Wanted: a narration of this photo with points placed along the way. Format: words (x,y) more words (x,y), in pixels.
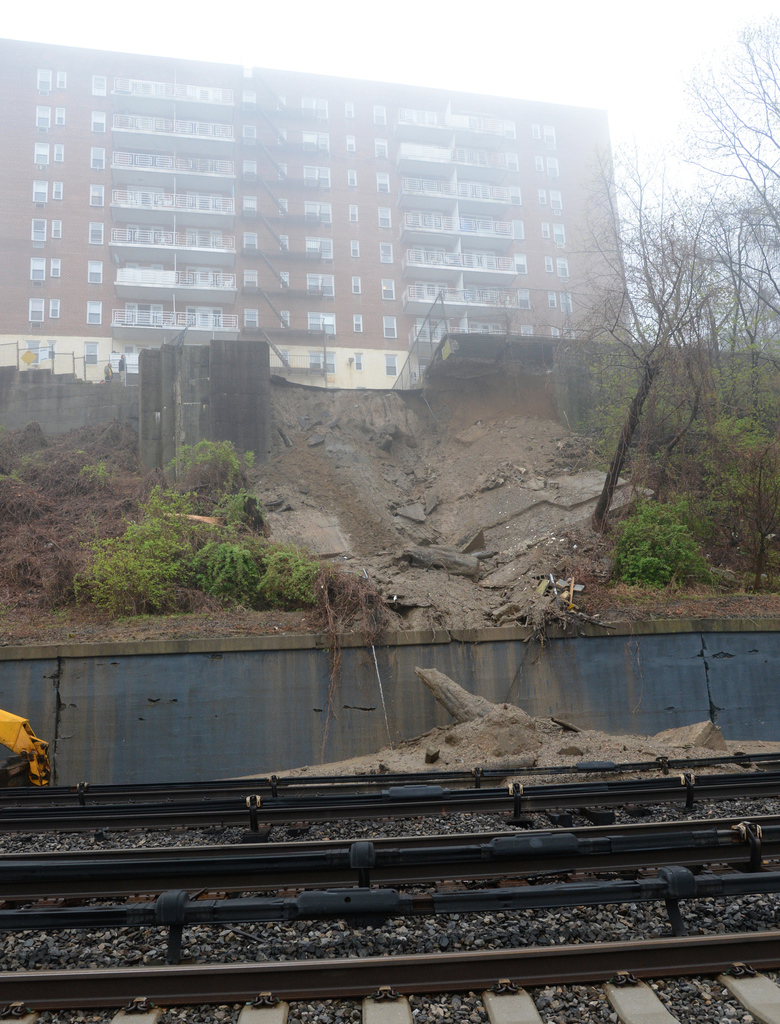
In the image we can see there are railway tracks (333,984) on the ground (375,918) and there are plants (730,498) and trees (734,476). Behind there is a building (465,140) and there is a foggy sky (361,32).
